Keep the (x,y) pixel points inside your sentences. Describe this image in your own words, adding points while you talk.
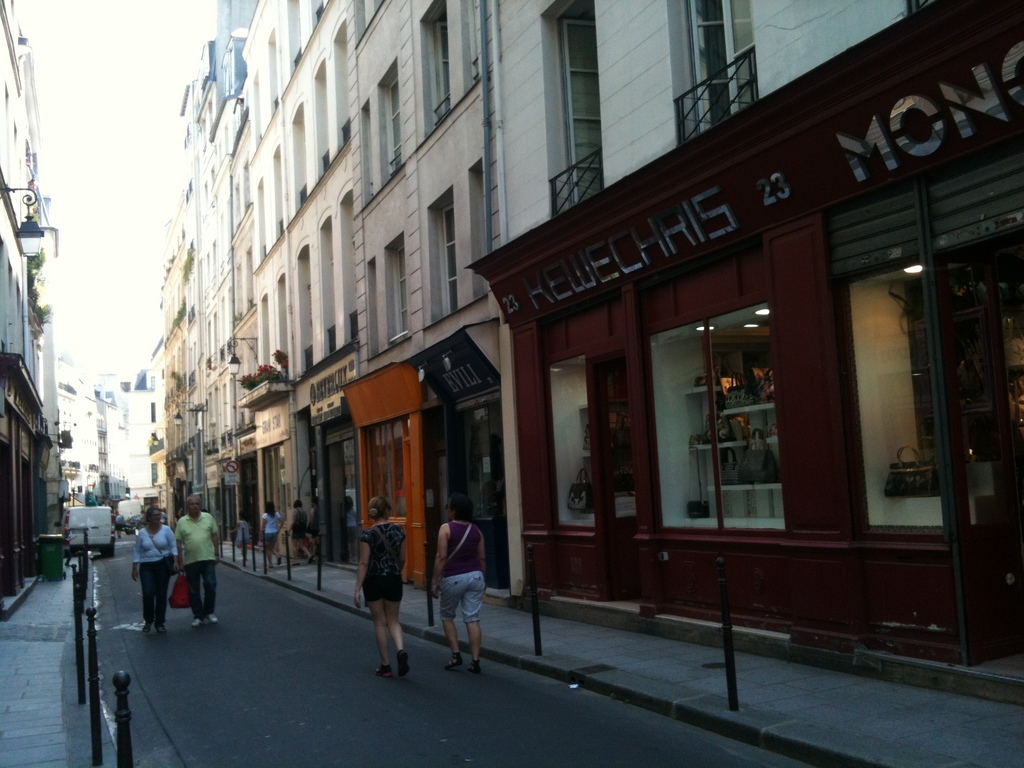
In this image I can see buildings (277,273), poles (289,555), people (440,584) and vehicle (81,529) on the road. In the background (115,235) I can see the sky (98,166).
